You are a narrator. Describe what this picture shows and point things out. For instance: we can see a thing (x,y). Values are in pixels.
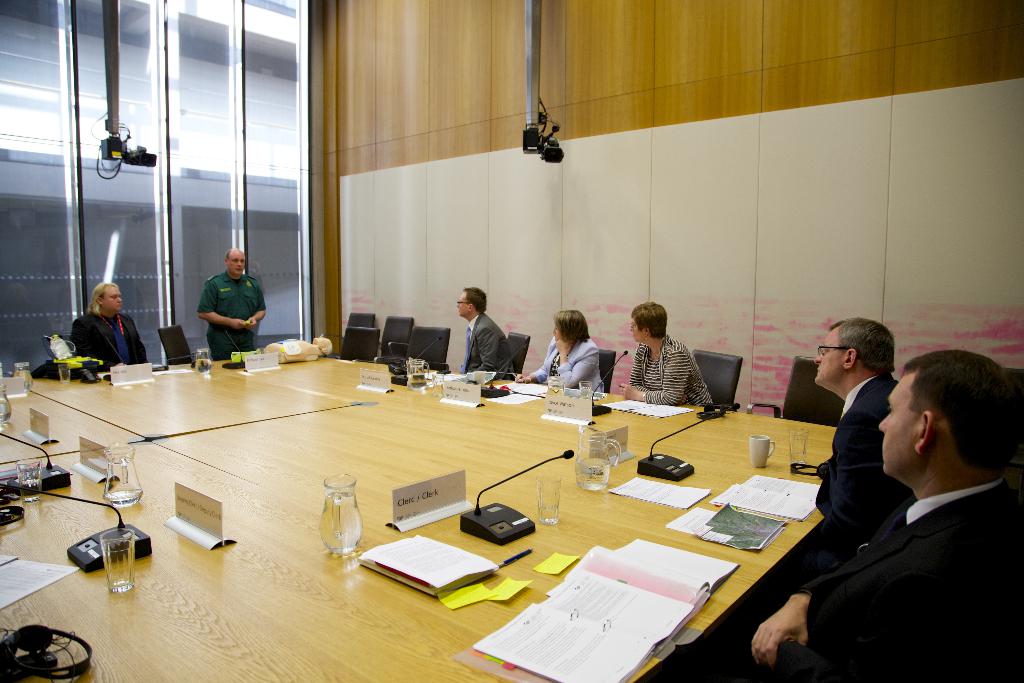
This Image is clicked in room (312,125). There are so many tables (370,498) and chairs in this room (282,426). On tables (419,460) there are jars (360,517), glasses (133,536), name boards (234,541), papers (462,575), books (472,576), cups (760,461). There are people (680,360) sitting in chairs (346,350) around the table (538,475).
